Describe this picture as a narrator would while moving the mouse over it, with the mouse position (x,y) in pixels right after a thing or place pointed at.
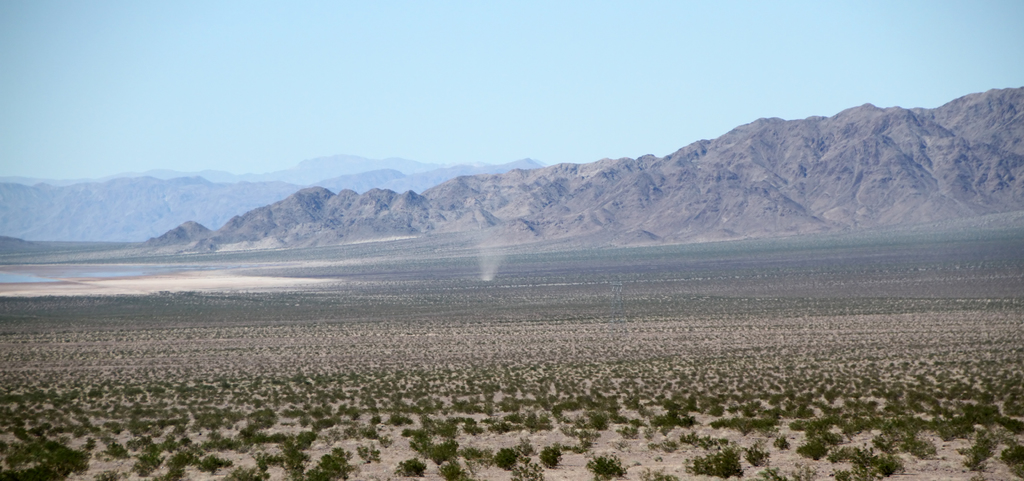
In this picture we can see plants (548,460) on the ground (272,286), mountains (462,214) and in the background (696,96) we can see the sky (583,76).
